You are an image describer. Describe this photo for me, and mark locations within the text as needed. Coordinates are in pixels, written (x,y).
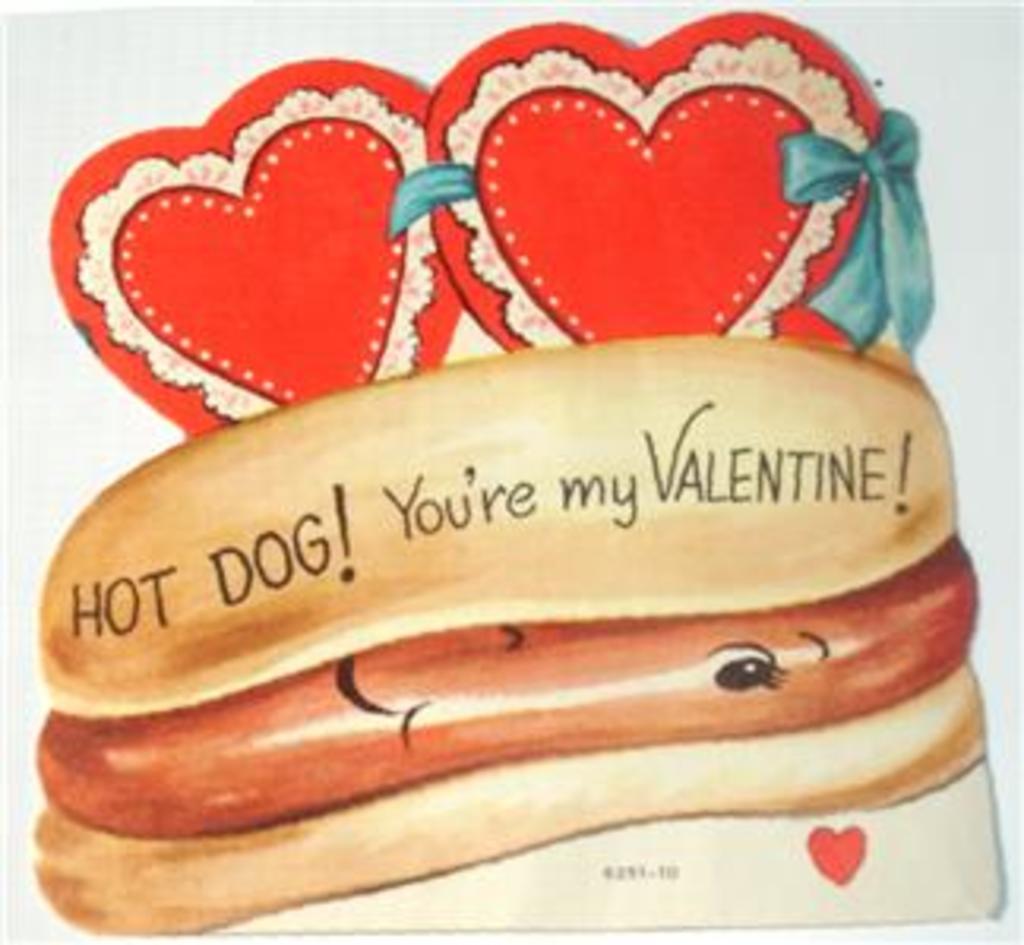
In this image I can see the paper (345,510). In the paper (342,656) I can see the food (304,568) and the decorative objects (148,367).
